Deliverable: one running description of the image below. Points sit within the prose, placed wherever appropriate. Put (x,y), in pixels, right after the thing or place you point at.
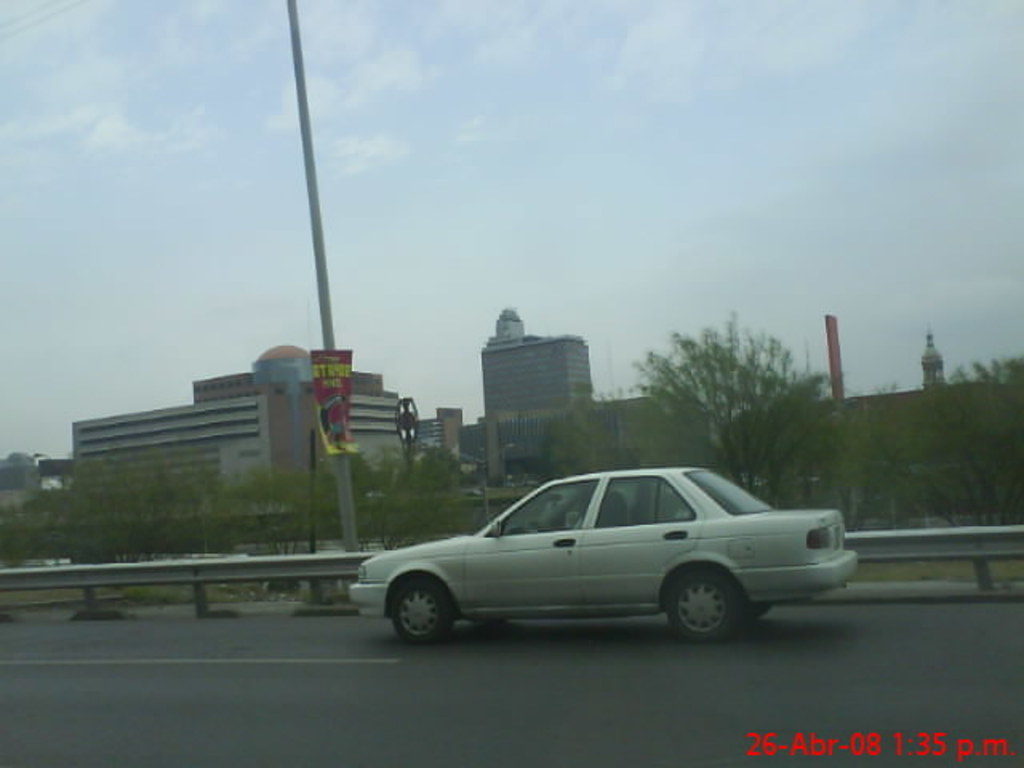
In this image there is a road (510,706) and we can see a car (622,470) on the road (495,701). In the background (497,515) there are building (384,440) and trees (227,524). We can see a pole (346,480). At the top (442,157) there is sky (432,105).
